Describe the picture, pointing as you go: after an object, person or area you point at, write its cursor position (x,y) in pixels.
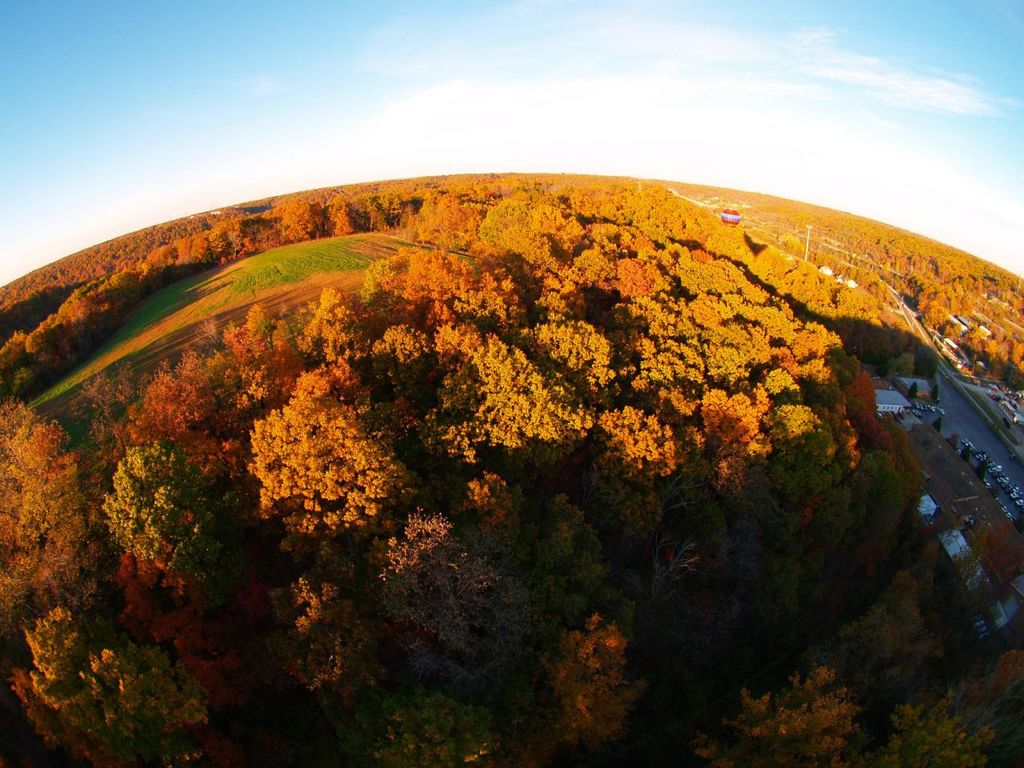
In this image we can see a top view of a place (398,389), there are some houses (948,478), vehicle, pole (811,227), also we can see the sky (706,113), trees (577,227), ground (360,241).
